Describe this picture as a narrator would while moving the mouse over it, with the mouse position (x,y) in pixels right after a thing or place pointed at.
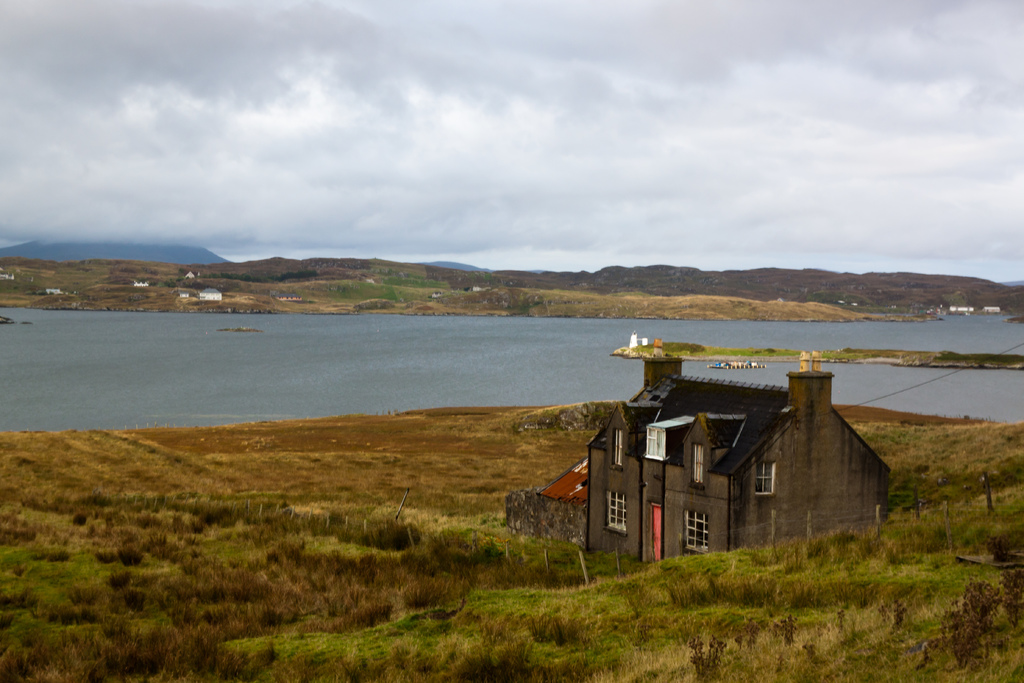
There is a house (771,454), there are plants (519,579), this is water (411,387) and a sky (618,103).
